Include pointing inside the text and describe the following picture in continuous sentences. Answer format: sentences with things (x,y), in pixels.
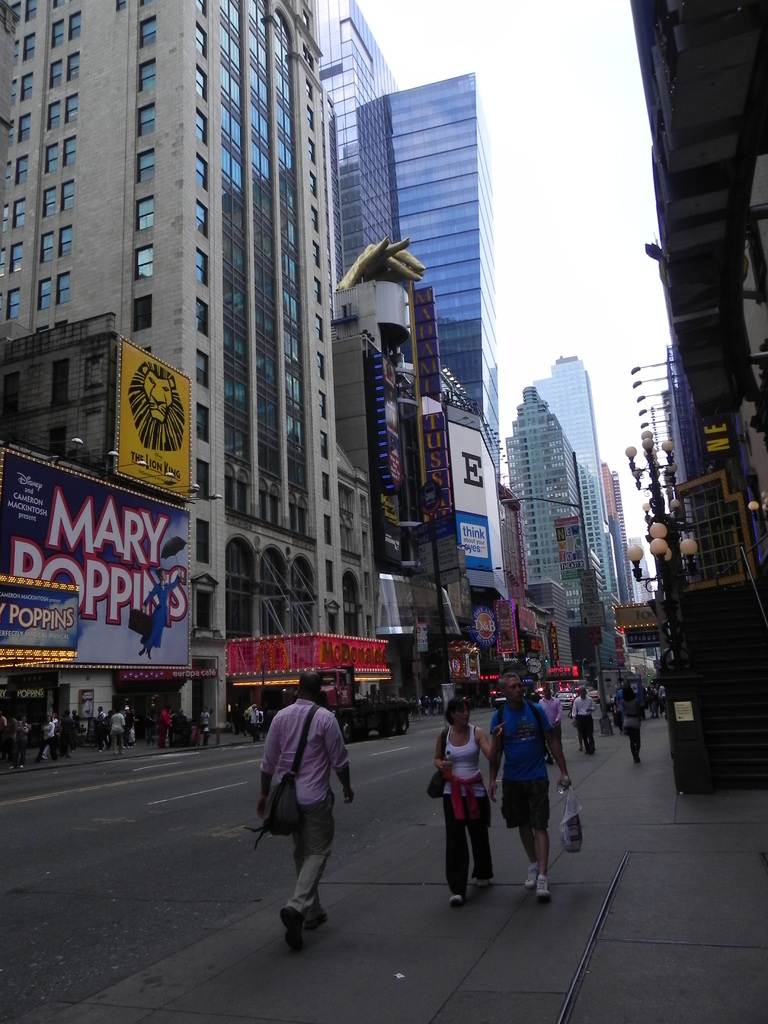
In this picture we can see a few people (507,693) on the path (392,872). We can see a road (168,866). There are a few boards (313,660), streetlights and buildings (372,537) are visible in the background (568,662). We can see the sky (533,87) on top of the picture (568,137).
